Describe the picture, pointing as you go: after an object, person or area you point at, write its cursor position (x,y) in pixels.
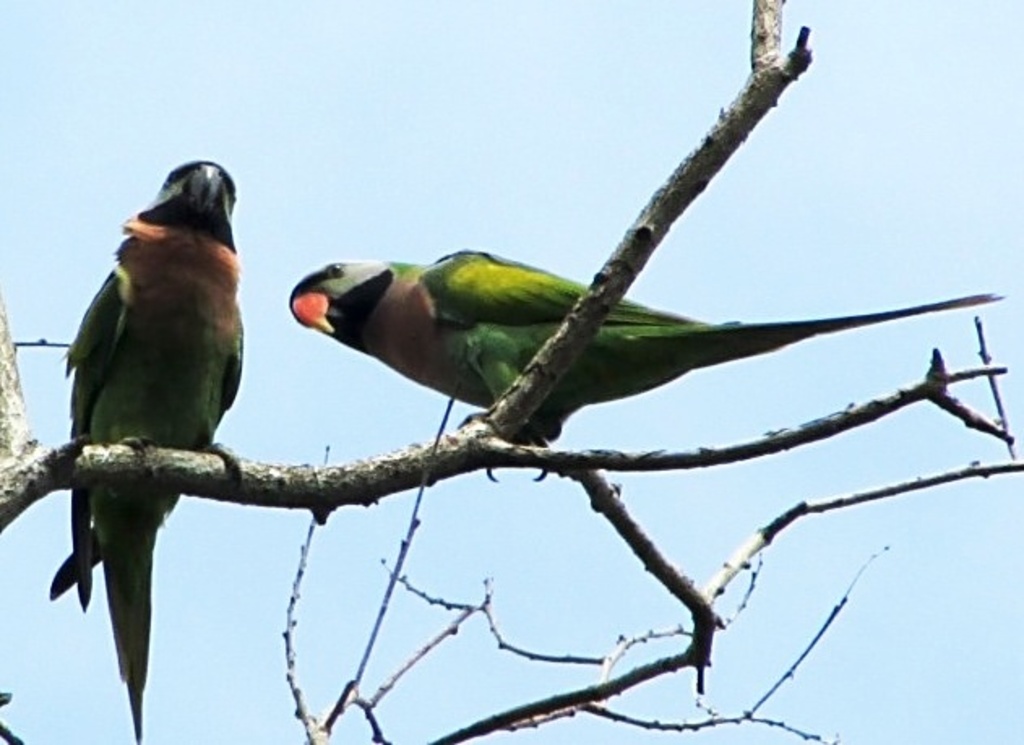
In this image we can see birds (155,497) on the branch (512,414). In the background (529,92) there is sky (488,171).
